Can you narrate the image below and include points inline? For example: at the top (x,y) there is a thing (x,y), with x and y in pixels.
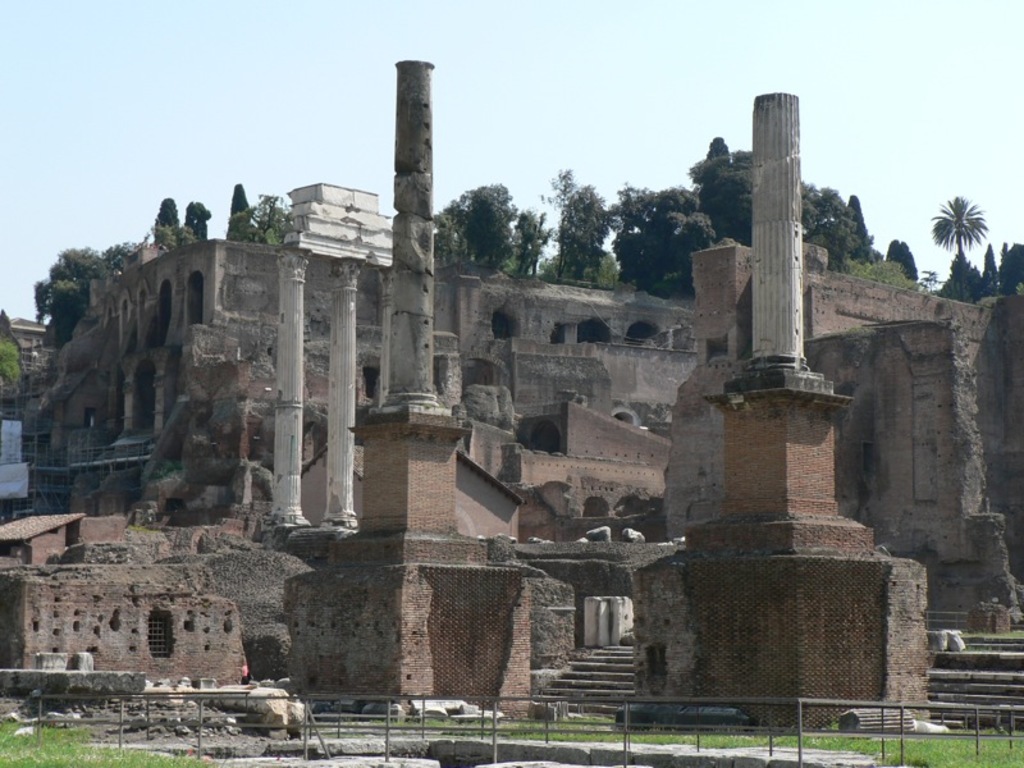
There is a monument (386,480) as we can see in the middle of this image (622,471), and there are some trees (666,226) on it. There is a sky (505,93) at the top of this image (474,75).
